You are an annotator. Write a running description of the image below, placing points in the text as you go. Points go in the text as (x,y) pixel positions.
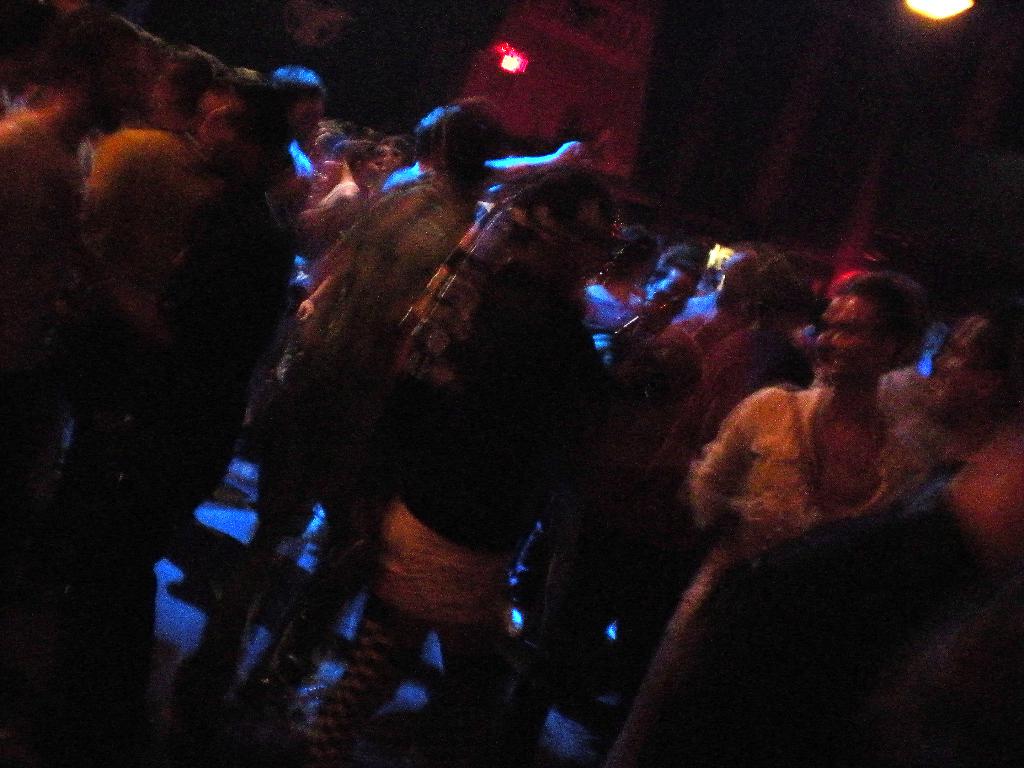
In the picture we can see some people (479,634) are standing and some are dancing and in the background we can see a light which is red in color and in the middle of the people (40,104) we can see blue color light focus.
